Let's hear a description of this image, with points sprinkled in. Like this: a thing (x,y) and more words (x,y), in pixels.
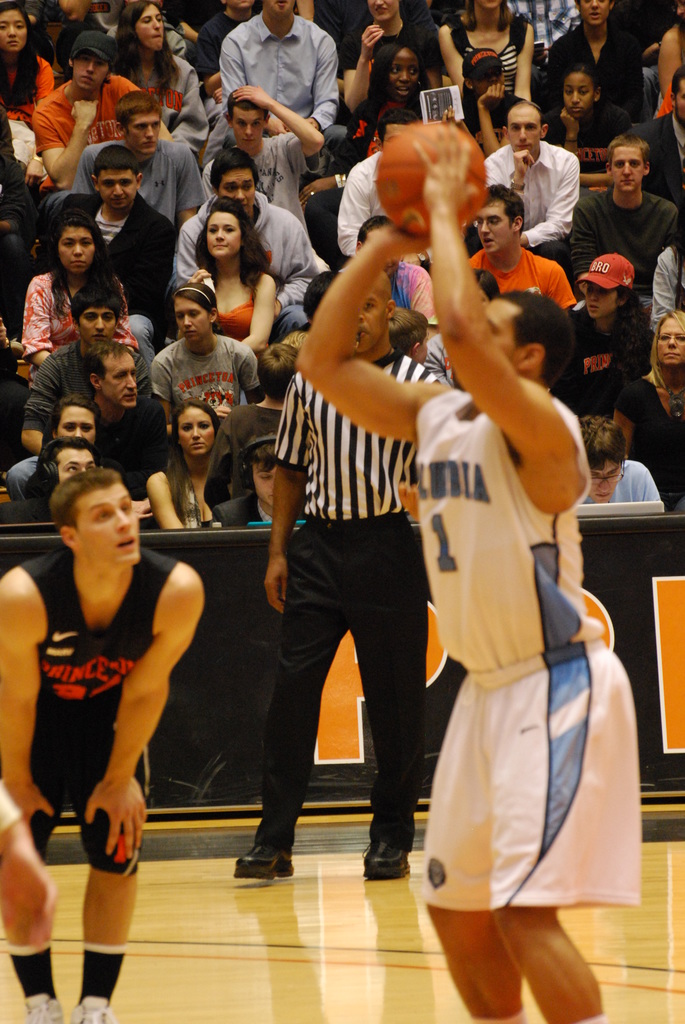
In this picture we can see two persons (153,692) are playing basket ball game, in the background (395,93) there are some people (231,66) sitting, we can see an umpire (374,565) is standing in the middle (348,542), we can also see a hoarding (595,591) in the background (595,582).
